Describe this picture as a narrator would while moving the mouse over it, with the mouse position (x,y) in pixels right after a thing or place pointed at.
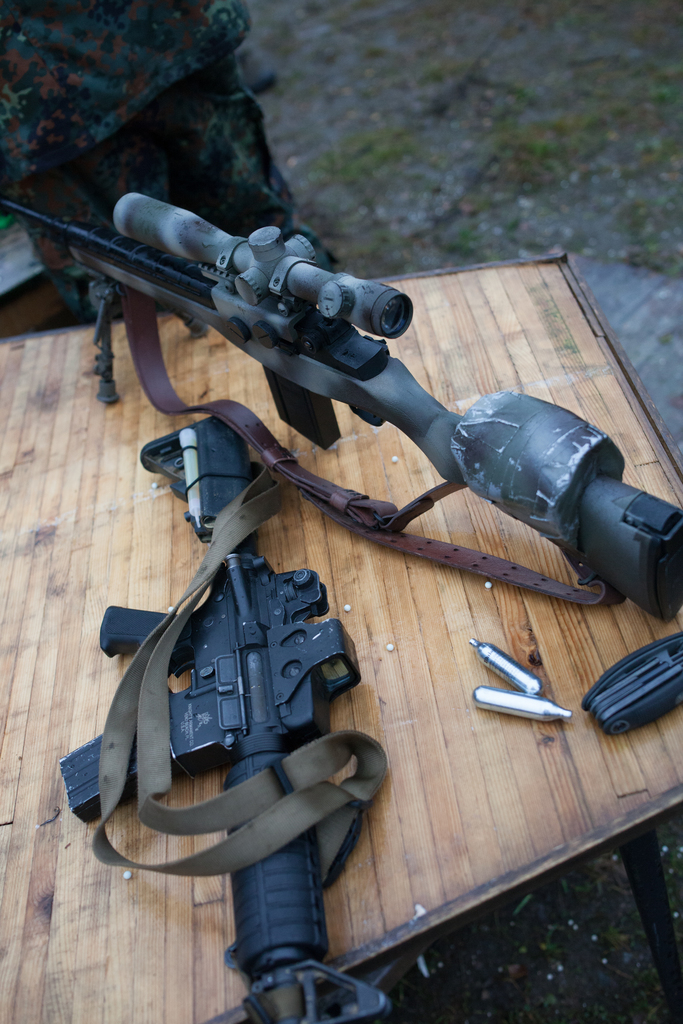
In this picture we can observe two guns (271,955) placed on the wooden table (173,561). One of them is in black color. In the background (490,161) we can observe land (517,95).
